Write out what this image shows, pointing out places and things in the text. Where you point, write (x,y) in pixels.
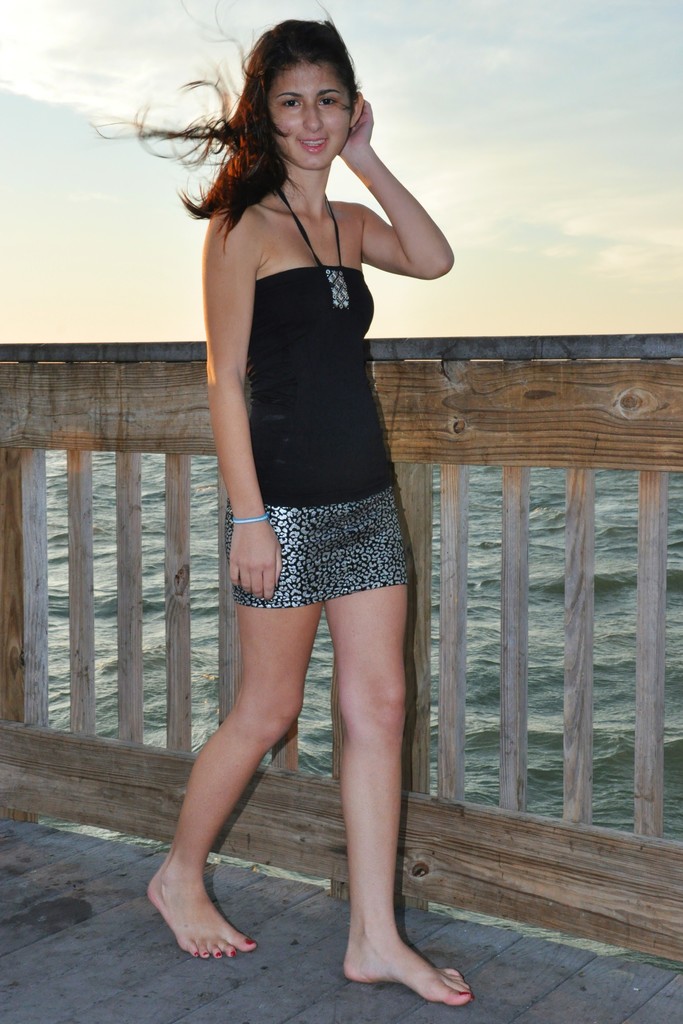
In this picture we can see a woman (360,899) on the ground (354,923) and in the background (682,912) we can see a fence (451,468), water (495,649), sky (638,115).
